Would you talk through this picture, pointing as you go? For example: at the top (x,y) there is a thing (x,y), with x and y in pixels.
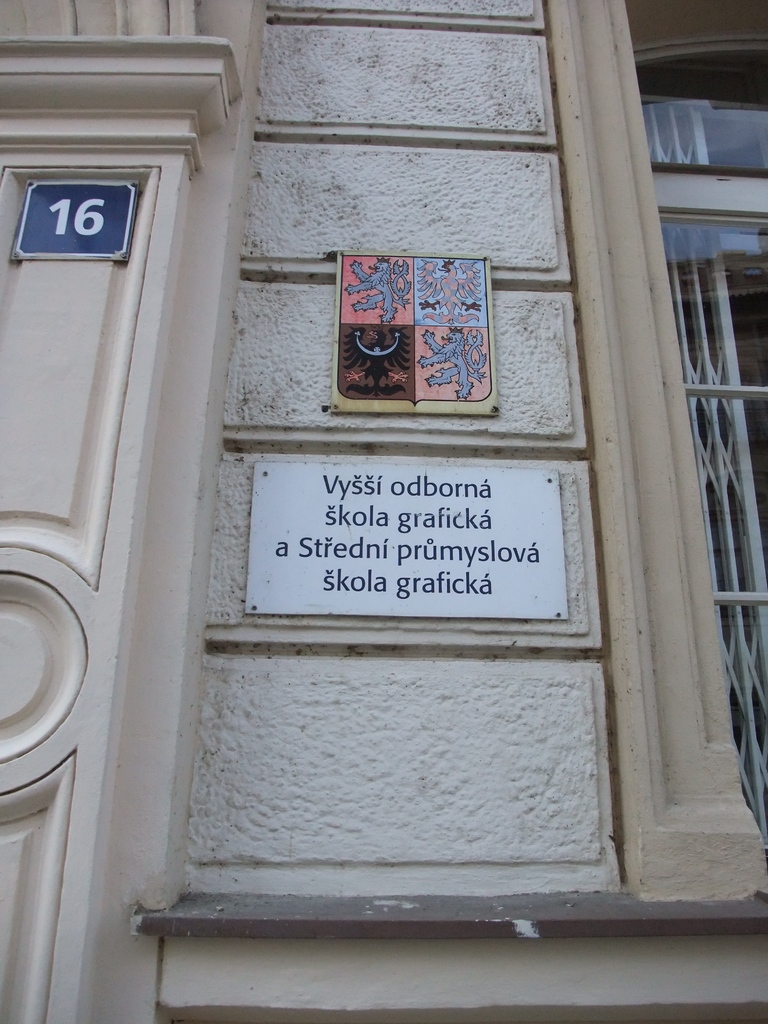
In the picture I can see the wall (314,79) of a building (523,326). I can see the icon metal board (440,319) on the wall (462,418). I can see a number plate board (96,255) on the left side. I can see the grill grate (717,321) and a glass window (742,152) on the right side (726,85).
